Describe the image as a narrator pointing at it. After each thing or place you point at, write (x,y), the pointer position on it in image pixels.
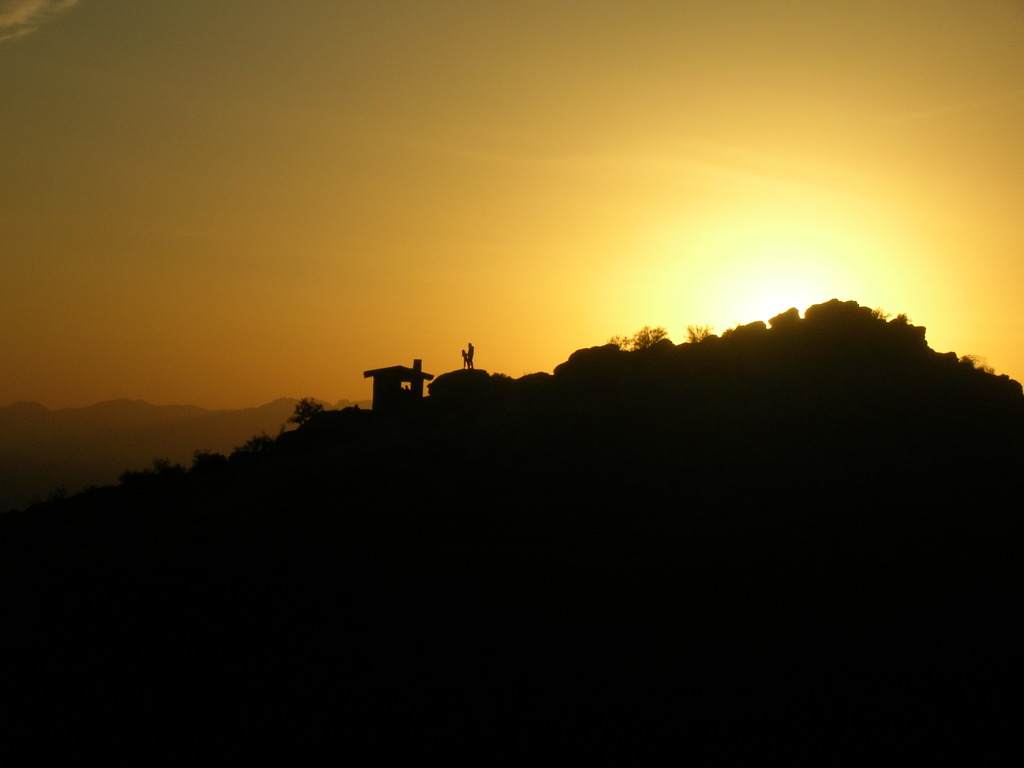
In this image we can see persons (463,357) and house (403,389) on a hill (302,454). In the background (689,257) there is a sky (253,276) and a hill (140,437).
